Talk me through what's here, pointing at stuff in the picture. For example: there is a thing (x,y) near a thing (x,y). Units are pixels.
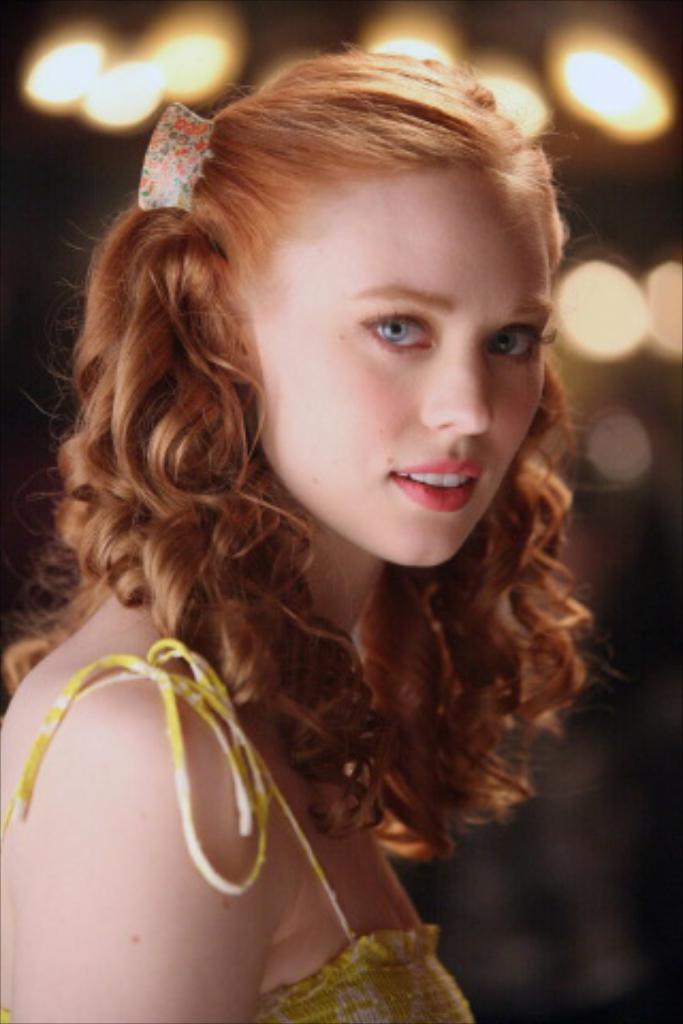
In this image I can see a woman (174,837) wearing yellow colored dress (395,985) and the blurry background (673,326) in which I can see few lights (585,95).
